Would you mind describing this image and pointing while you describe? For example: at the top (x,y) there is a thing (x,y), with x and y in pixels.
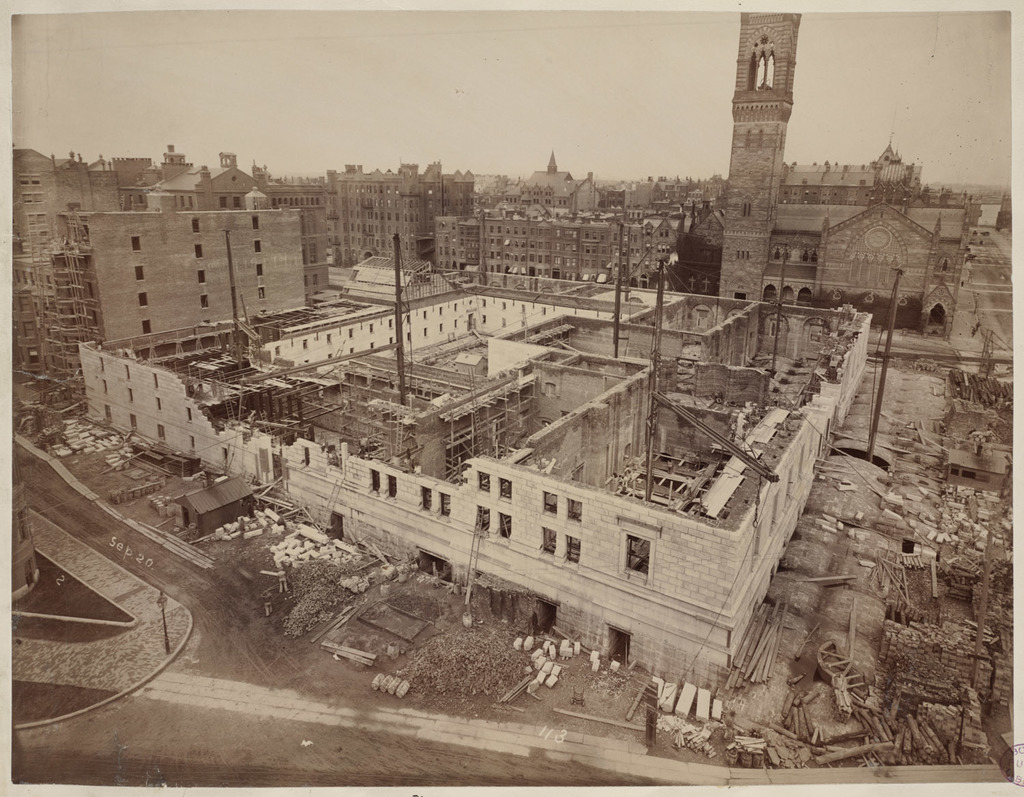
In this picture I can see there is a building (589,529) which is under construction and in the backdrop (598,224) there are some other buildings (479,188) and the sky (726,86) is clear.
